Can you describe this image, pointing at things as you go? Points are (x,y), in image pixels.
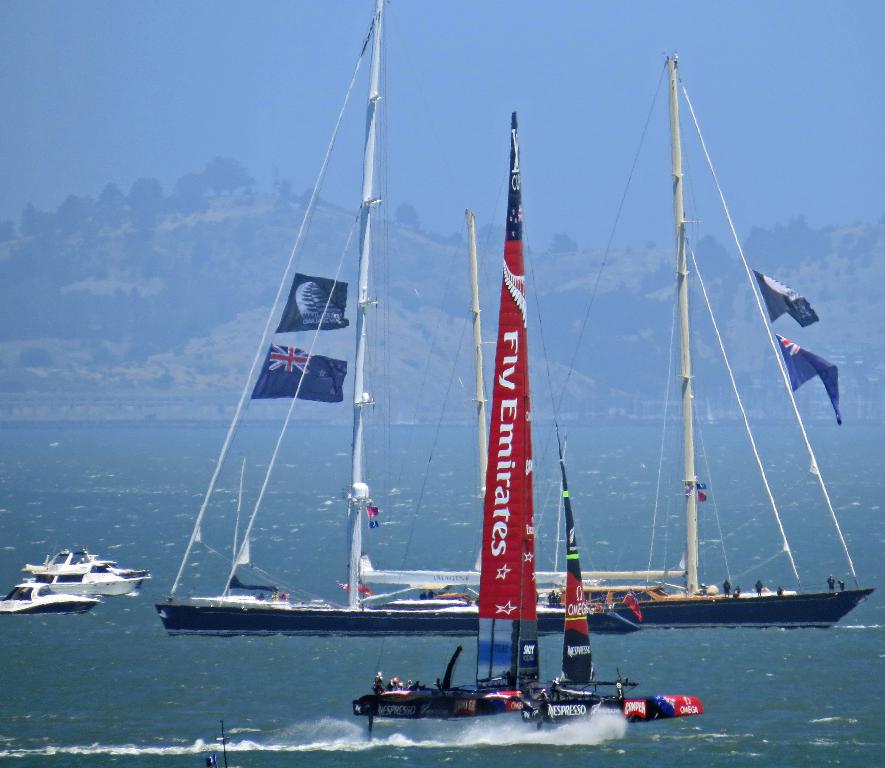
This is the picture of a sea (562,509). In this image there are boats (597,685) and ships (608,703) on the water (405,741). There are flags (764,282) on the boats (738,615). At the back (424,258) there are mountains (449,362) and there are trees (78,317) on the mountains (545,282). At the top (496,85) there is sky (549,106). At the bottom (784,724) there is water (738,725).
